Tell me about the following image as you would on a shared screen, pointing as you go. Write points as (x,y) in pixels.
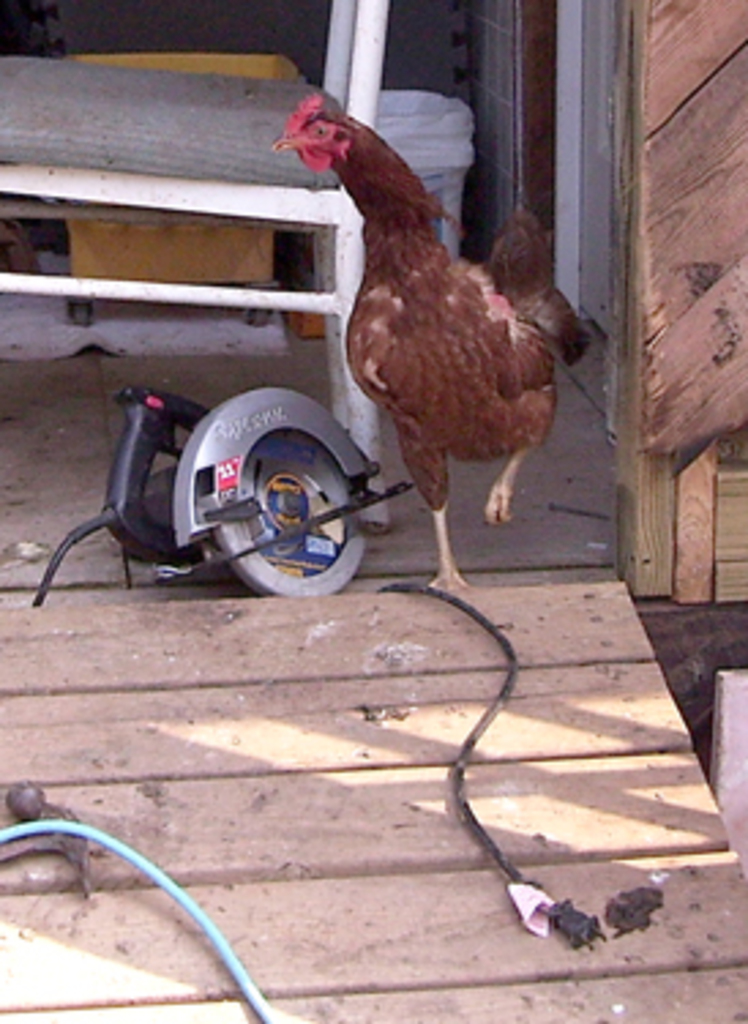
In this picture we can see brown hen (460,420) in the front (425,485). Beside there is a wooden cutting machine (243,488). Behind there is a white chair (285,180). In the front (197,864) bottom side we can see the wooden board (364,915).
